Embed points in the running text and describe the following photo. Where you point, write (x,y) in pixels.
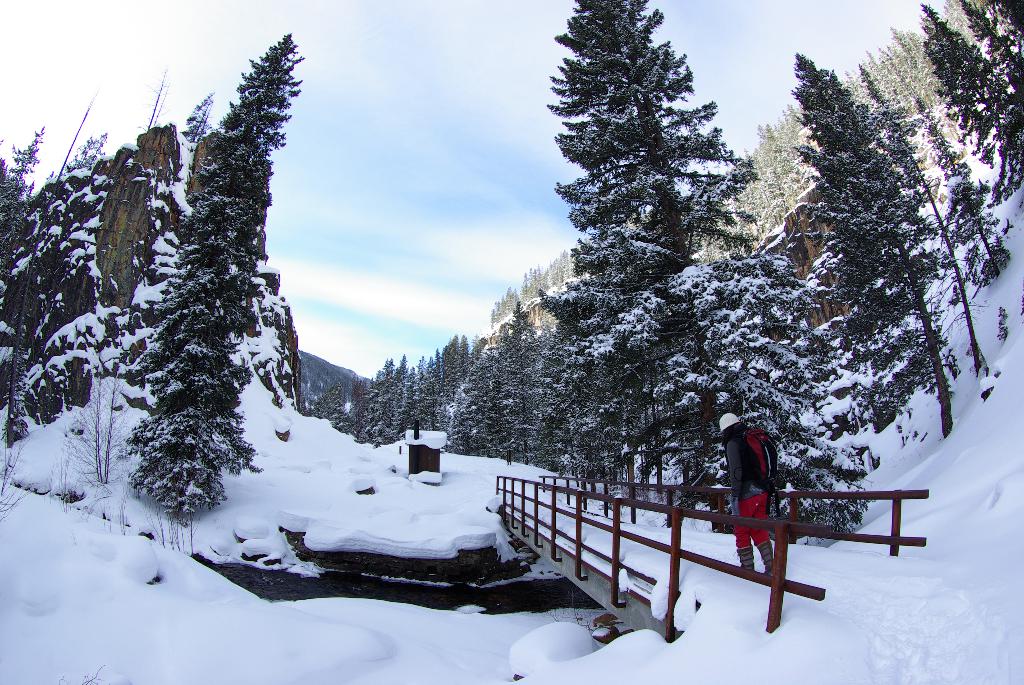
In the picture I can see a person (741,491) standing on the bridge (682,524) which is covered with snow (714,549) and there are trees (607,311) and mountains (339,374) which are covered with snow (554,317) in the background (606,283).
